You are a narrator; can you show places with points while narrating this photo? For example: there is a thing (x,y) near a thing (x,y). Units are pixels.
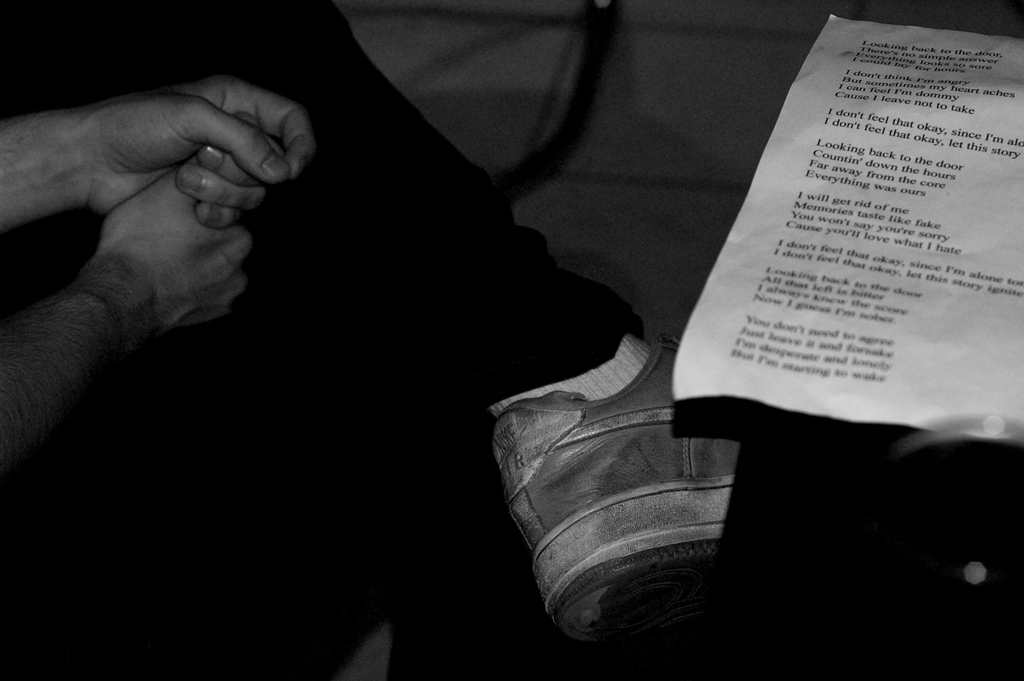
There is a person (207,333) sitting in the left corner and there is a paper (858,227) which has something written on it in the right corner (922,193).
